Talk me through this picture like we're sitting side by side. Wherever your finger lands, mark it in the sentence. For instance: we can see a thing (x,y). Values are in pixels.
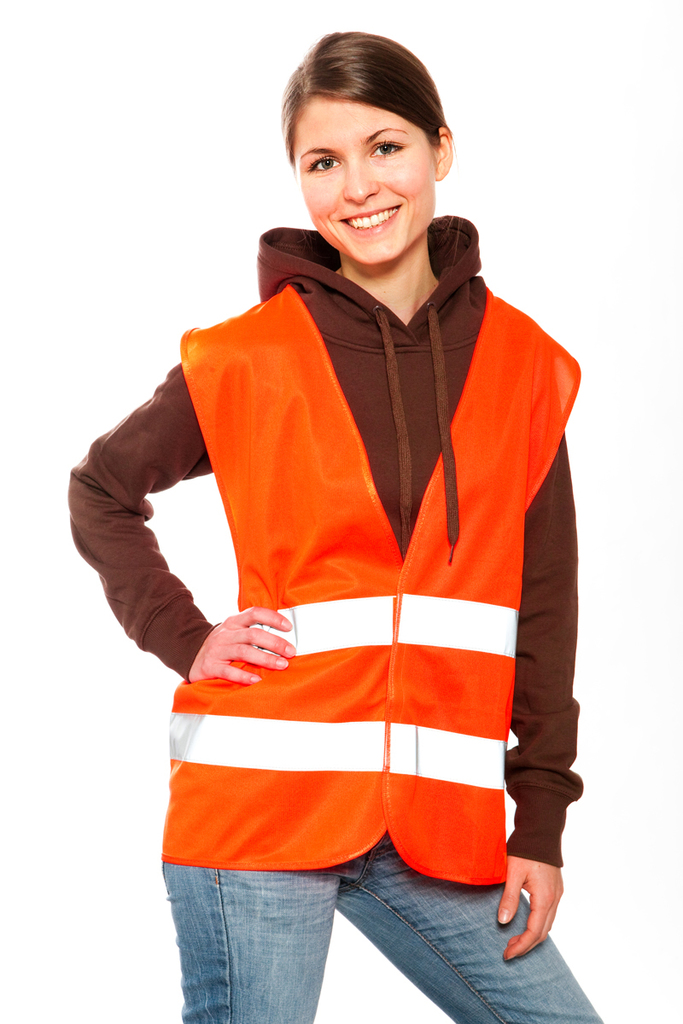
In this image we can see a woman (216,393) is standing and smiling. In the background (20,632) the image is white in color.
